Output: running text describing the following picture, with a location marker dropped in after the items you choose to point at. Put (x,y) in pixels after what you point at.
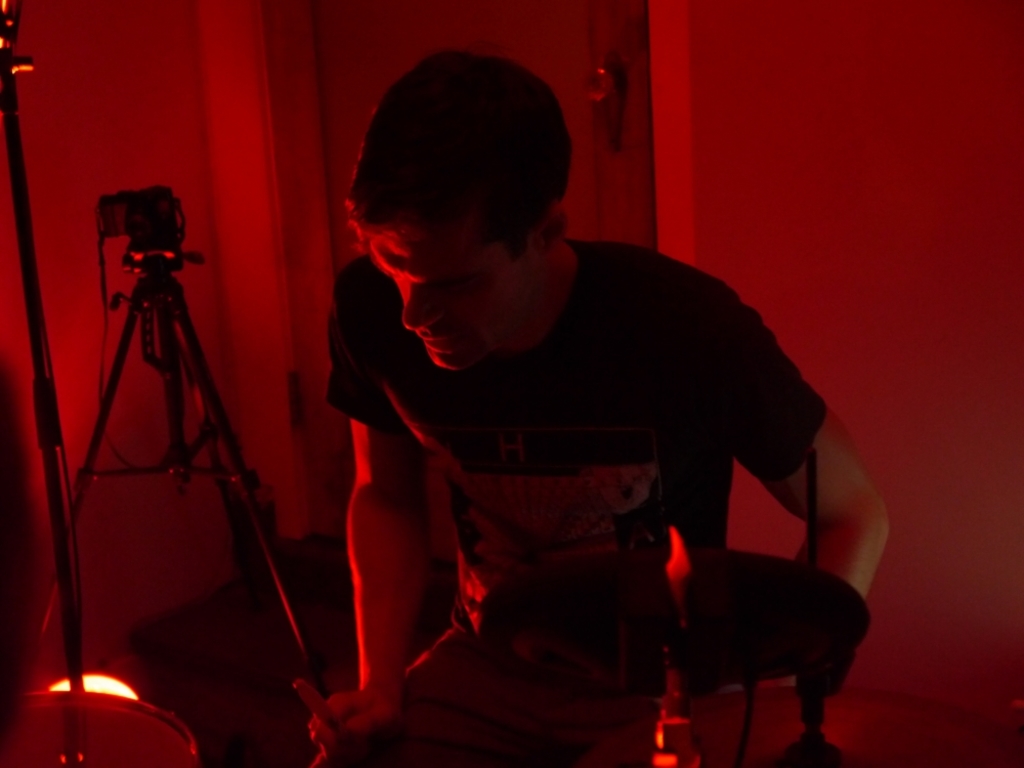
In the foreground of this image (390,546), there is a man (407,679) holding few objects (304,690). We can also see red light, few objects (724,736) at the bottom (118,761), tripod stands (169,426), door (469,13) and the wall (828,70).
